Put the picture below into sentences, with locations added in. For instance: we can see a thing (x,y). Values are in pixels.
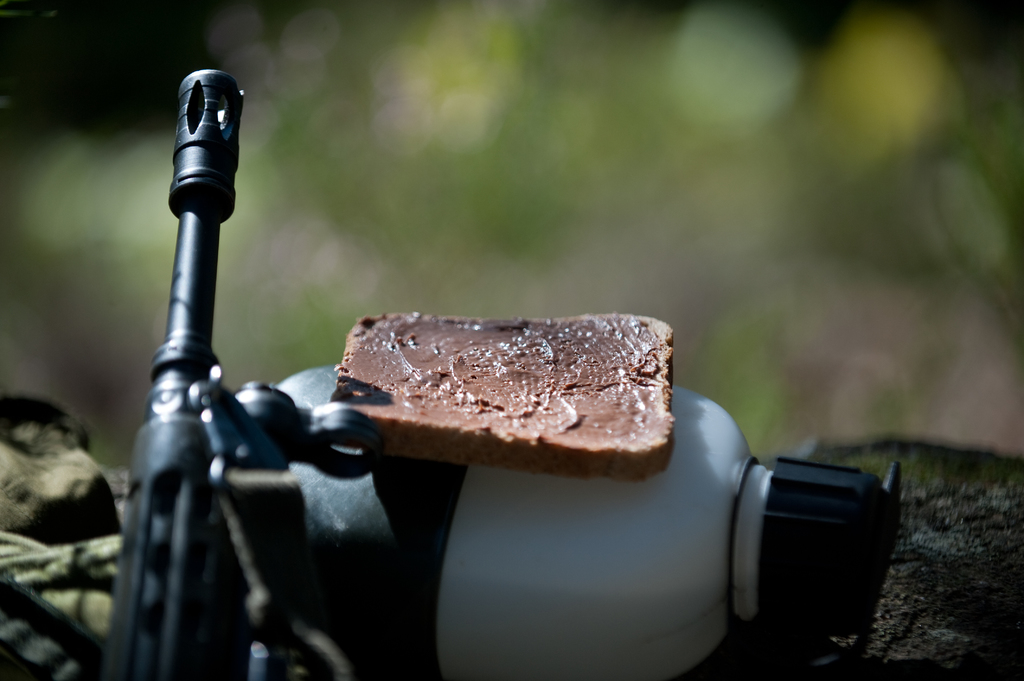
In this picture we can see bread (531,440) on a bottle (531,530) and objects (15,522). In the background of the image (657,217) it is blurry.
